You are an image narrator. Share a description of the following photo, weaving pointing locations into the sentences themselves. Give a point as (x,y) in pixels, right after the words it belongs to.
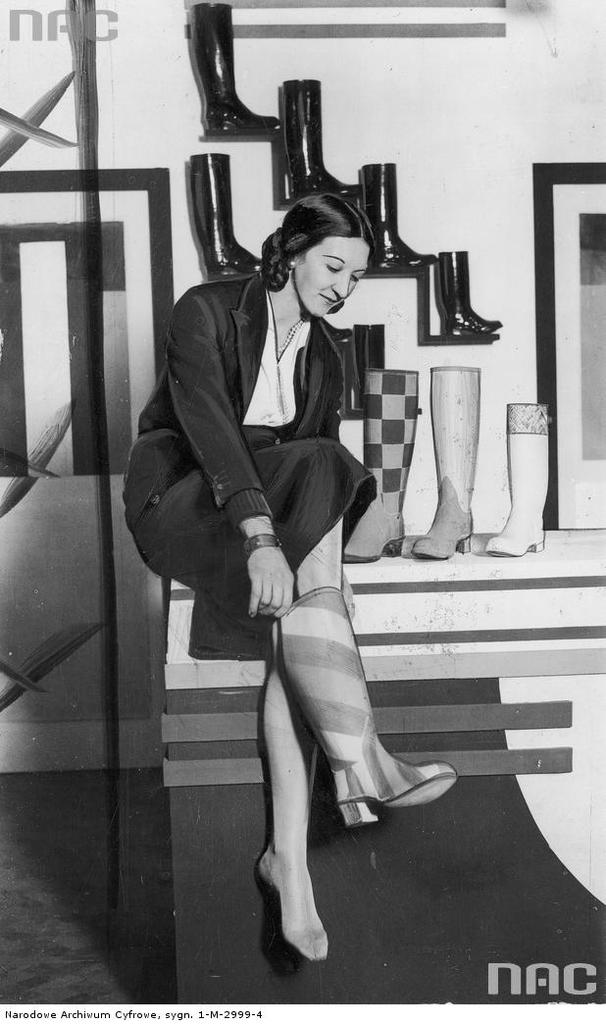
In this image we can see a lady (310,683) sitting on the table (393,726), she is wearing a boot (406,784), there are boots (519,510) on the table (483,565), and racks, also we can see the wall (327,142), there are text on the image, the picture is taken in black and white mode.
